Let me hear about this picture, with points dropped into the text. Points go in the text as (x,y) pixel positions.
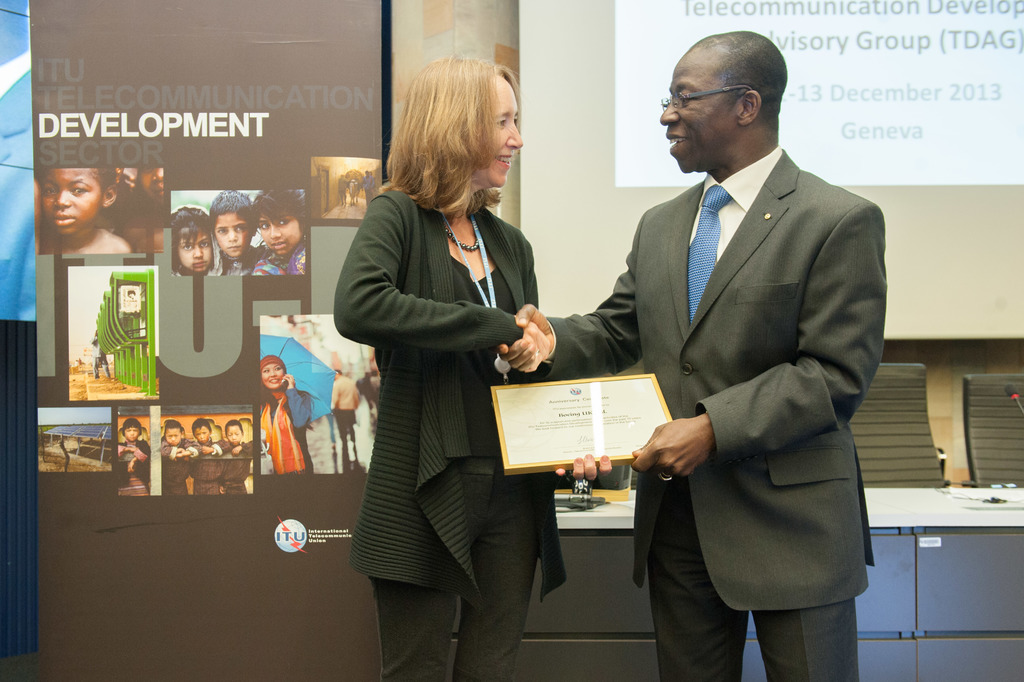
There are two people (776,258) standing and smiling and holding frame (615,442). In the background (276,160) we can see banner (262,154) and screen (660,37). We can see objects (1007,485) on the table (904,499).
